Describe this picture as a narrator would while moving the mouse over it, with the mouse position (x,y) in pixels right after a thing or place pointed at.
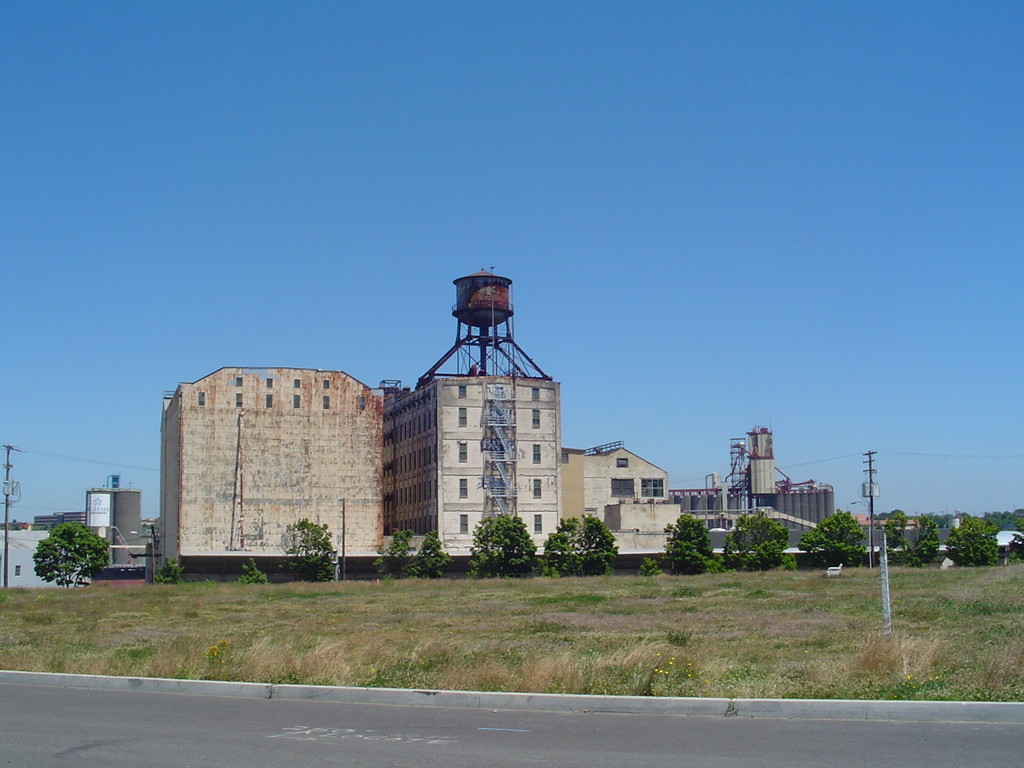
In this picture we can see buildings (394,407) in the background (179,490), at the bottom (756,660) there is grass (554,672), we can see trees (675,567) and poles (872,512) in the middle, there is the sky (355,160) at the top of the picture (450,25).
